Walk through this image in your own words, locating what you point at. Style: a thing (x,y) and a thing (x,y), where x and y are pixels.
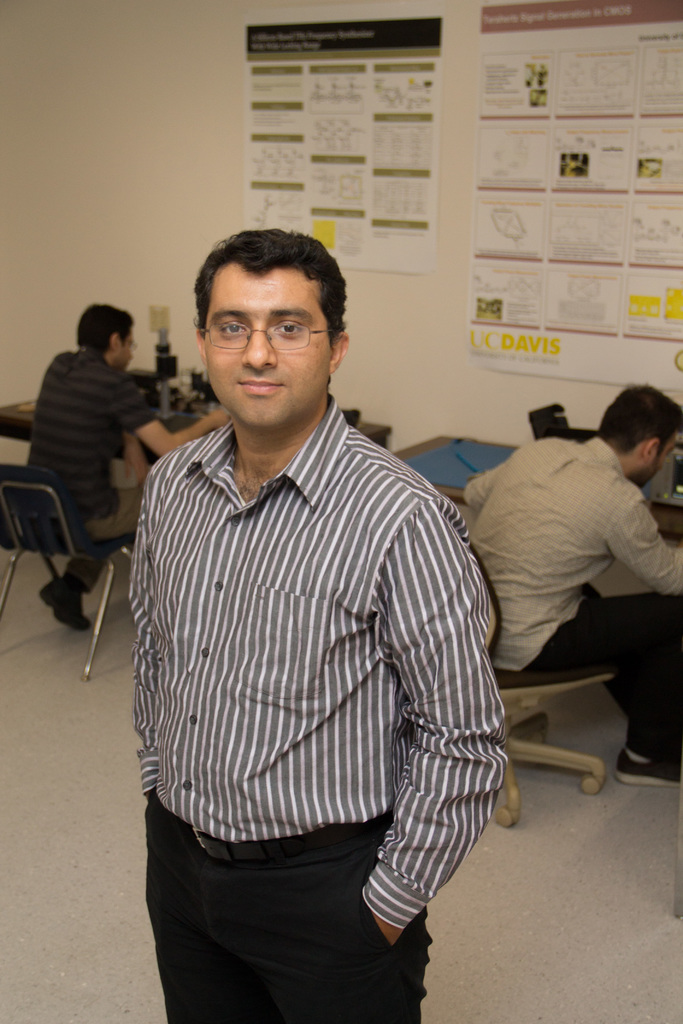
In this picture we can see three people (234,461), one man (232,465) is standing and two men (191,438) are sitting on chairs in front of table (409,451), in the background (397,250) we can see some posters (431,160) and some charts (520,126) and also we can see a wall (203,127), the man (280,649) in front (267,726) is wearing shirt (284,789) and pants (288,893).
